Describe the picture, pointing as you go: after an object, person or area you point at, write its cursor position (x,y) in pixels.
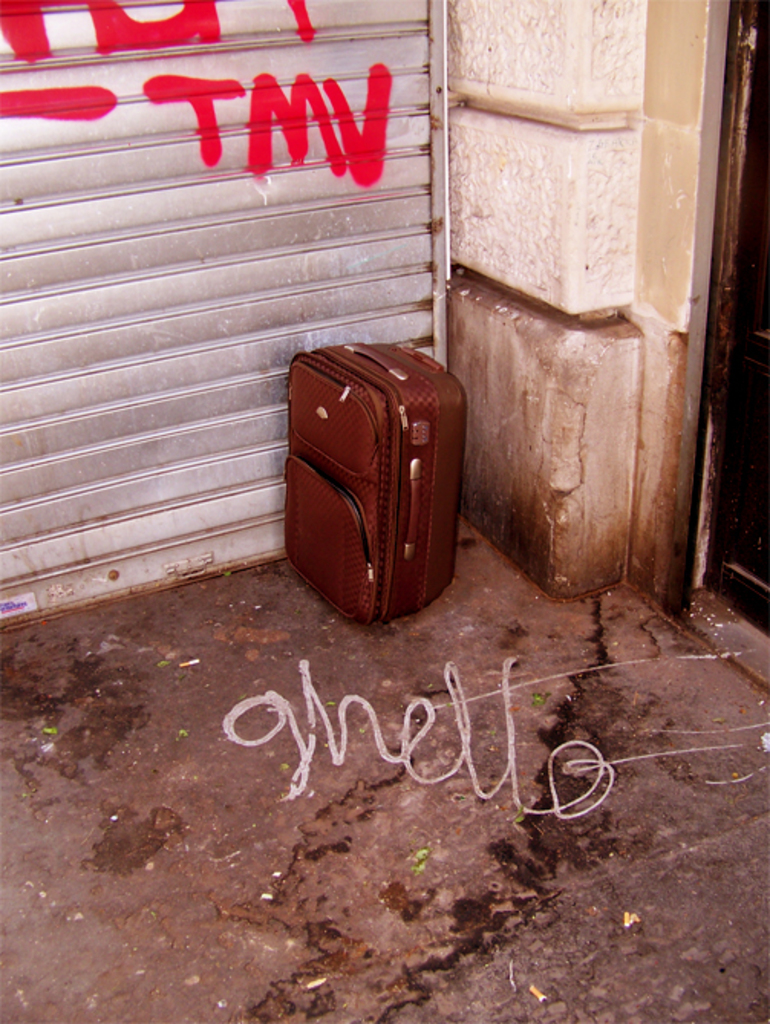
A luggage bag (400,364) is placed at a corner (468,379). The color is brown. It is placed beside a shutter door (287,454). The surroundings are ugly.
